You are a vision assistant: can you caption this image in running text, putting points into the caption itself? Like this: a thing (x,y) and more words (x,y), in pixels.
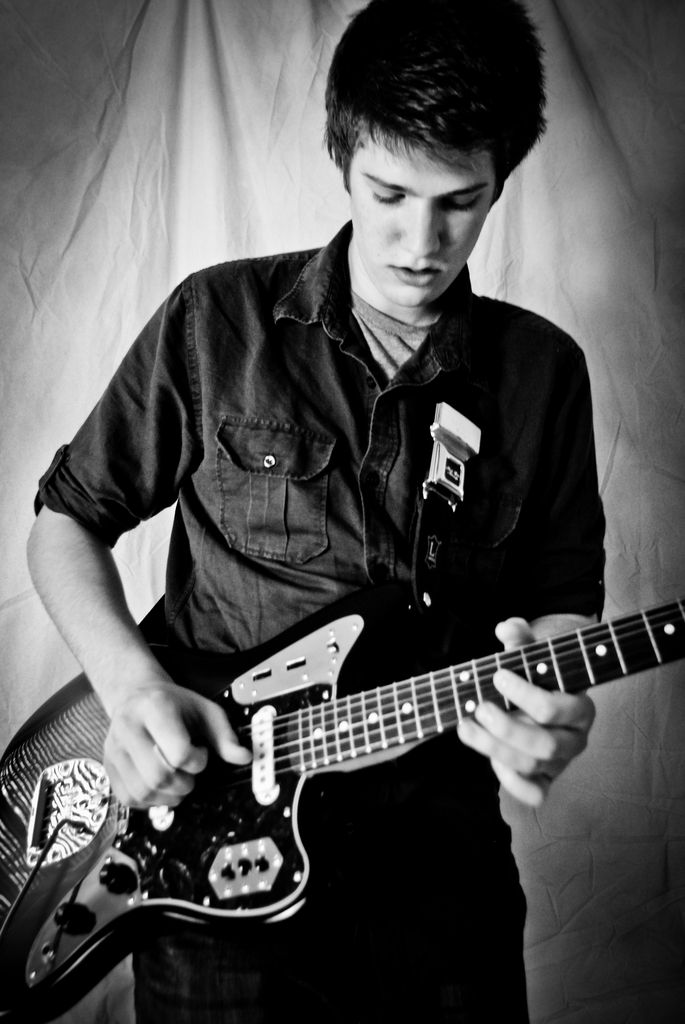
In this image I see a man (50,570) who is standing and holding guitar (268,924).
